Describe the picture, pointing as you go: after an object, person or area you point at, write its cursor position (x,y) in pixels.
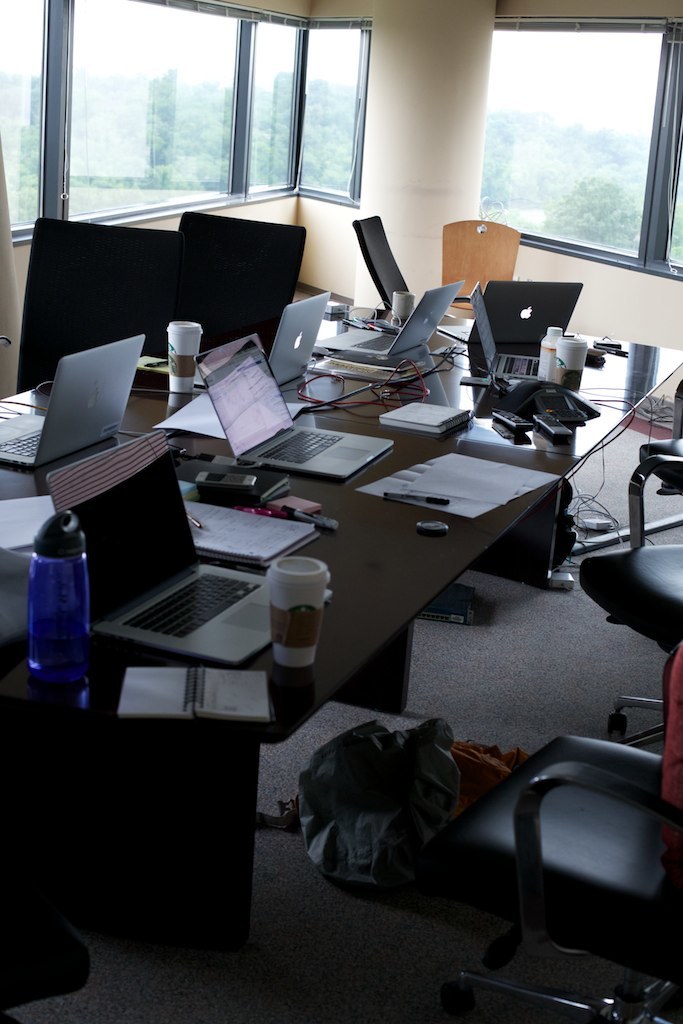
In the center of the image (382,503) there is a table (346,534). There are bottles (77,611), cups (320,586), laptops (246,619), papers (454,472), pens (405,494), mobiles (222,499) and wires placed on the table (332,642). There are chairs (540,822) around the table (617,375). In the background (450,94) there is a wall (419,139) and a window (313,119).
